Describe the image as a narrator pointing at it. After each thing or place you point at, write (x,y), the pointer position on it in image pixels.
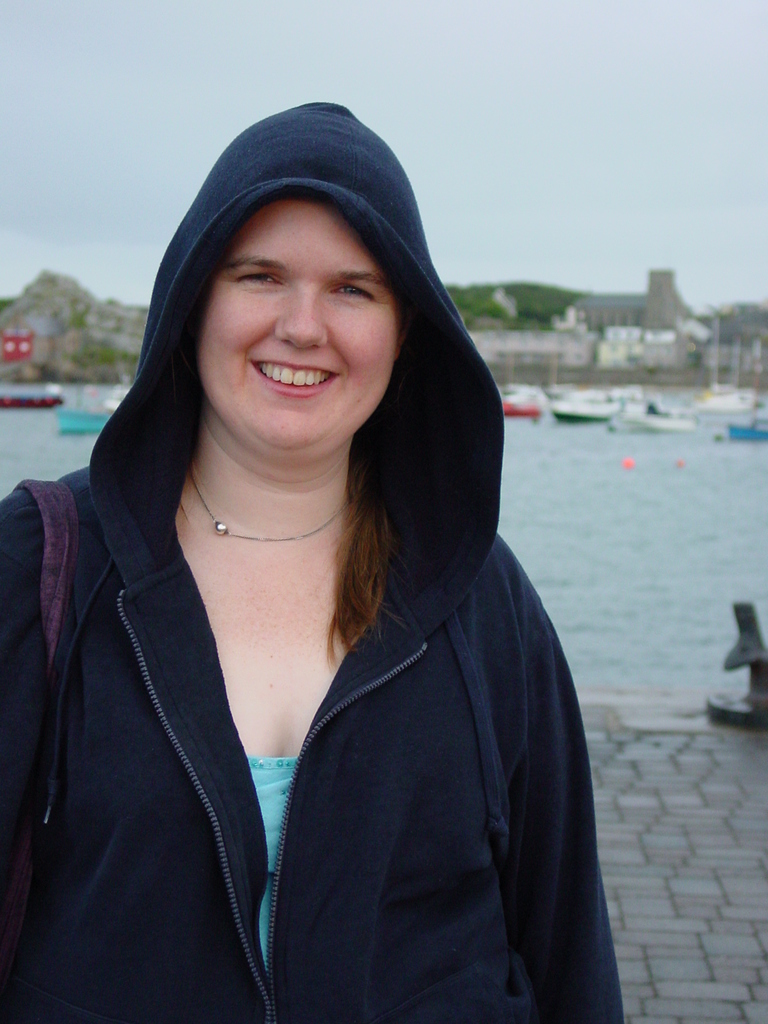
In this image I can see a person (452,653) wearing navy blue jacket (456,676) and wearing a bag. Back I can see few boats (600,413), water (630,579) and trees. The sky (644,101) is in blue and white color.
